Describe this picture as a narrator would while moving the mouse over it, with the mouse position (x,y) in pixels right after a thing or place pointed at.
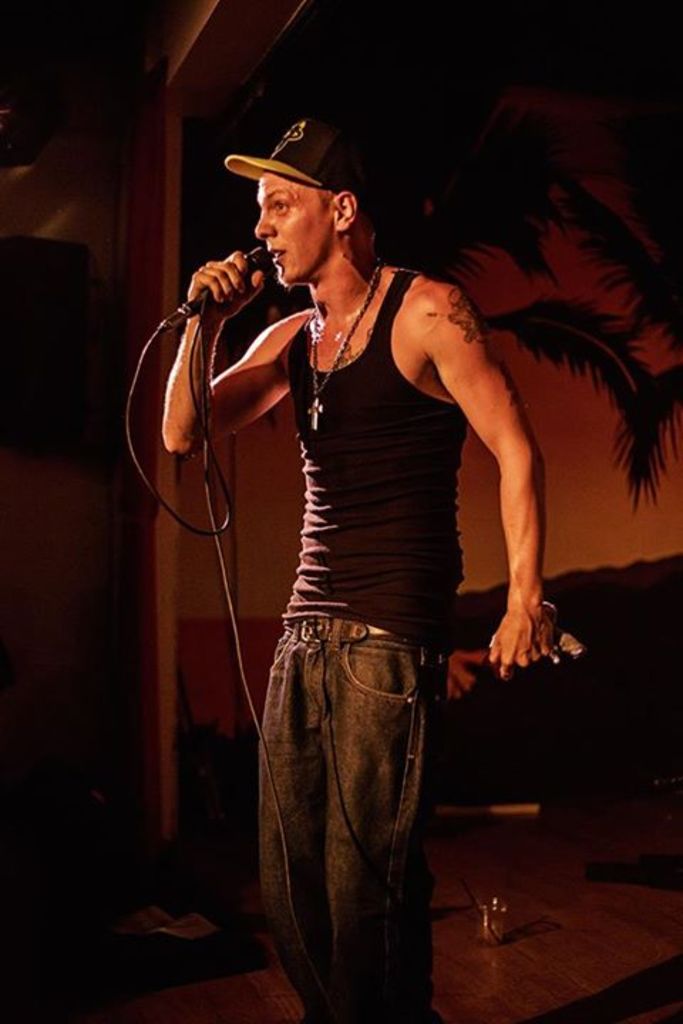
There is a man (484,372) standing and holding a microphone (160,325) and wearing cap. We can see glass (490,903) and objects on the surface (552,966). In the background (575,382) we can see screen (633,130) and object (11,250) on a wall (134,690).
